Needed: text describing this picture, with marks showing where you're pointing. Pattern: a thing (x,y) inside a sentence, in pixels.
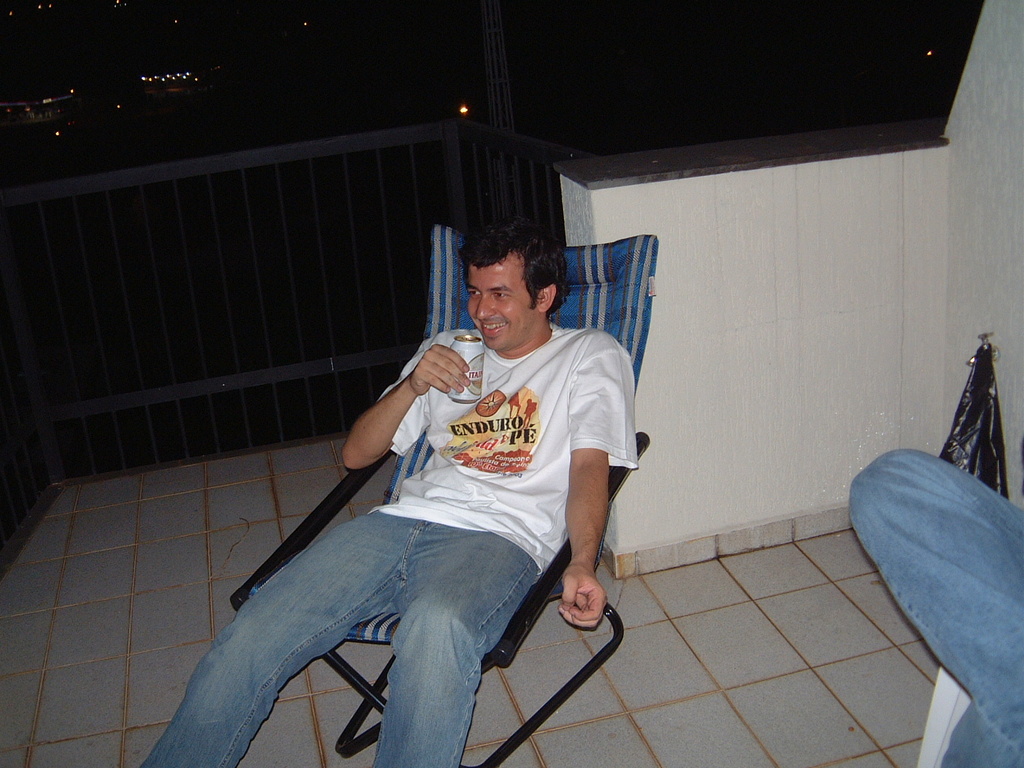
In the picture there is a person (495,347) who is laying on the chair (347,733) in the balcony (422,295) he is holding a tin (459,398) in his hand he is laughing by looking at something in the background (179,85) it is night and dark.
